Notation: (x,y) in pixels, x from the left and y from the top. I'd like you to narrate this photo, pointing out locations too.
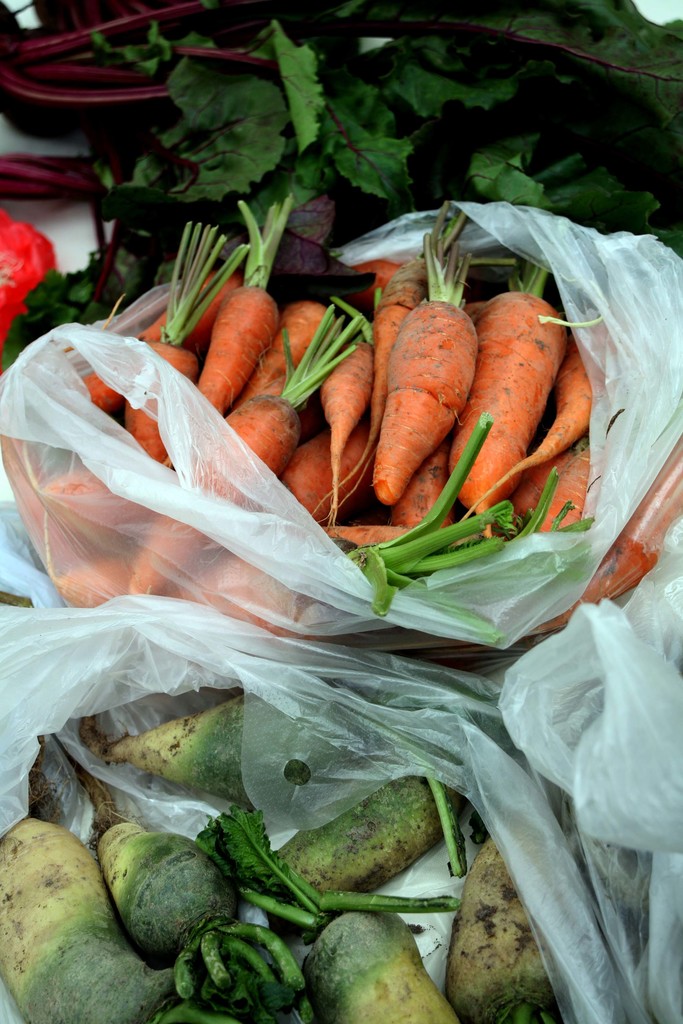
In this image there are a few leafy vegetables (292,139), a few carrots (517,531) and radishes (222,888) in the covers (320,815).
